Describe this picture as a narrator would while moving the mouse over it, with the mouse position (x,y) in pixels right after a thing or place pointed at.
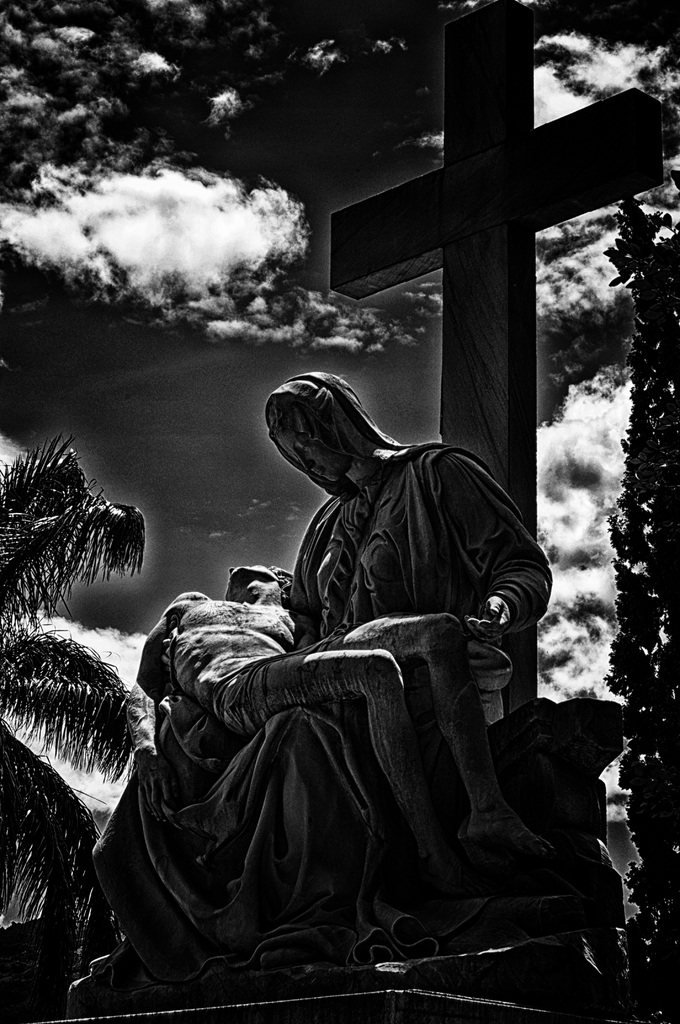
This is a black and white picture. In this picture, we see the statue (358,591) of the woman (402,469). Behind her, we see the crucifix (492,340). On either side of the picture, we see trees (678,677). In the background (201,371), we see the sky (140,343) and the clouds (104,240). This might be an edited image.
